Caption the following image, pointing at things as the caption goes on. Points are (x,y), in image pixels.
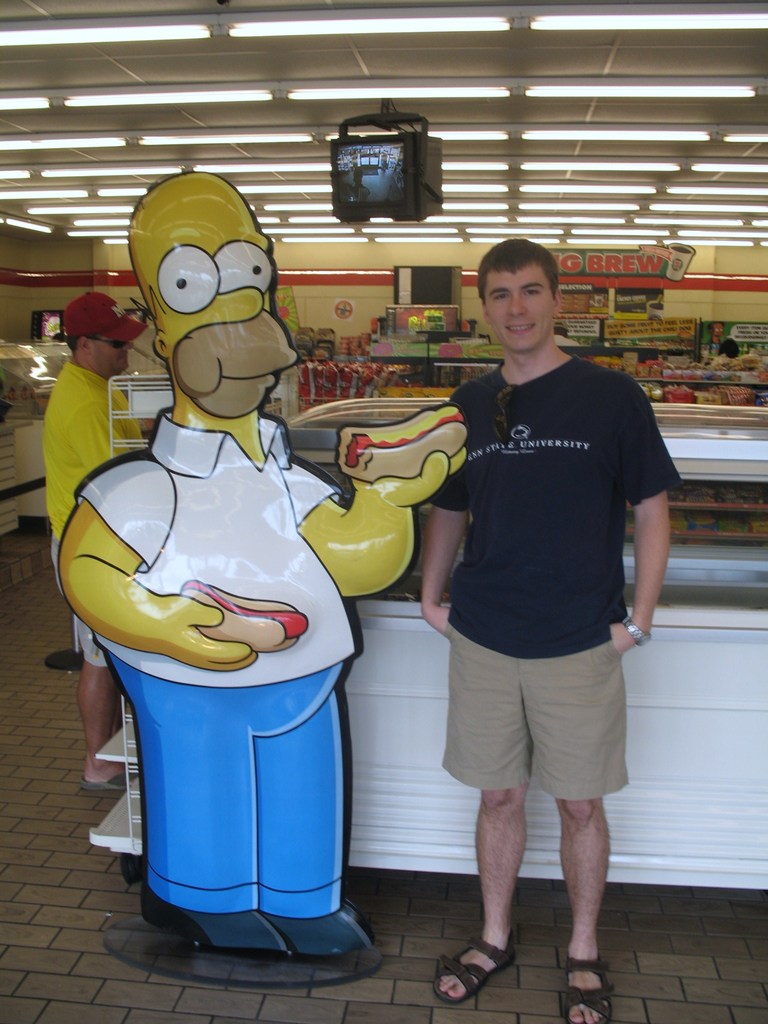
This image is taken in the food stall (650,334). In this image we can see the cartoon (276,461) of a person (323,551) holding the food (367,426). We can also see two persons (67,419) standing. In the background (673,348) we can see the different types of food items (655,362) placed on the counter (697,431). We can also see the black color display object (426,177). Image also consists of the wall (417,255) and also the ceiling (451,68) with the lights (462,24) and at the bottom (16,956) we can see the floor (56,940).
